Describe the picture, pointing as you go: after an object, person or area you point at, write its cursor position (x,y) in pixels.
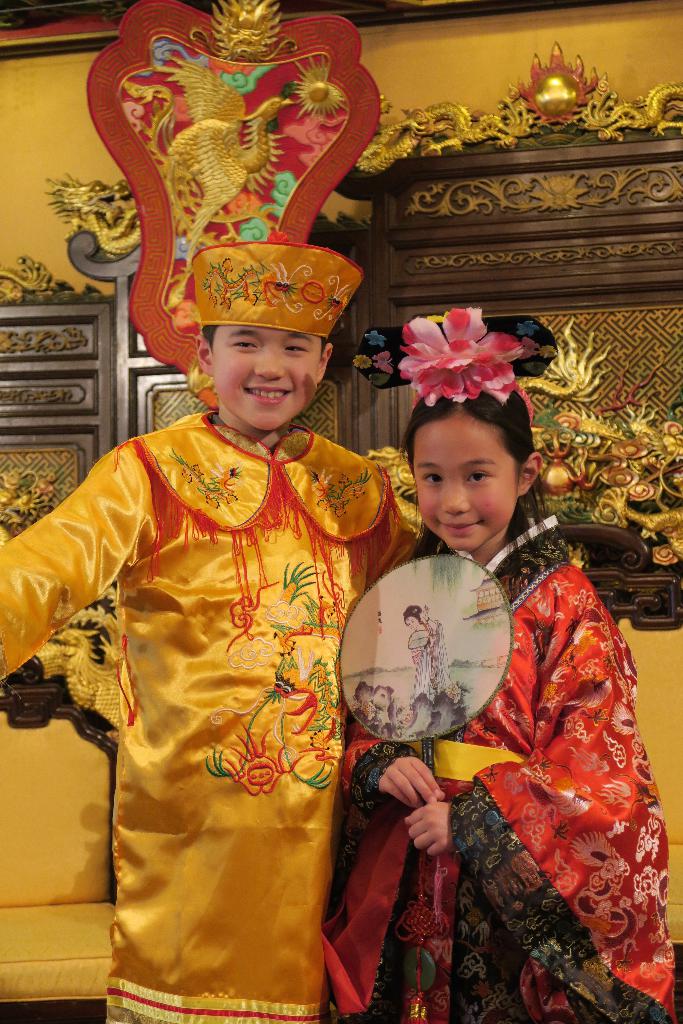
In this picture we can see there are two kids (290,559) in the traditional dress (215,614). Behind the kids (233,680) there are chairs (38,749) and a decorative wall (537,183).
